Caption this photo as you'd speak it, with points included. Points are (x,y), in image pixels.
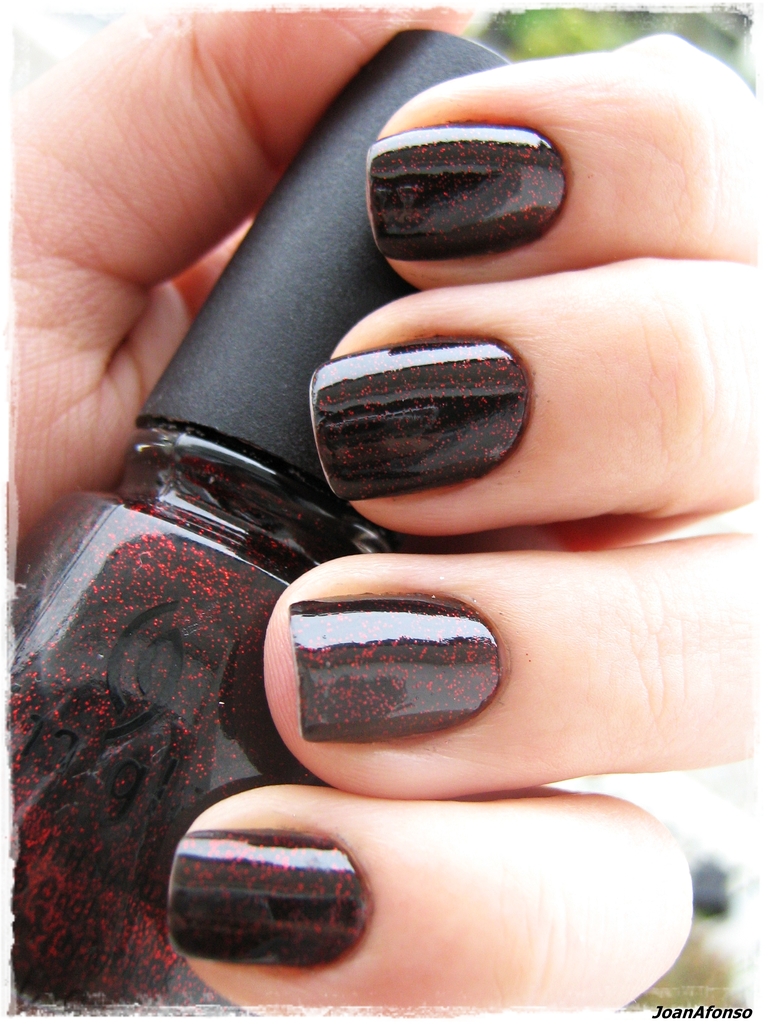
This is a zoomed in picture and seems to be an edited image. In the foreground (696,323) we can see the hand (501,285) of a person (541,771) holding a bottle (281,282) of nail polish (229,469) and we can see the nail polish (474,201) on the nails (411,603) of a person (360,869). At the bottom right corner (716,1007) there is a text (661,1014) on the image.
